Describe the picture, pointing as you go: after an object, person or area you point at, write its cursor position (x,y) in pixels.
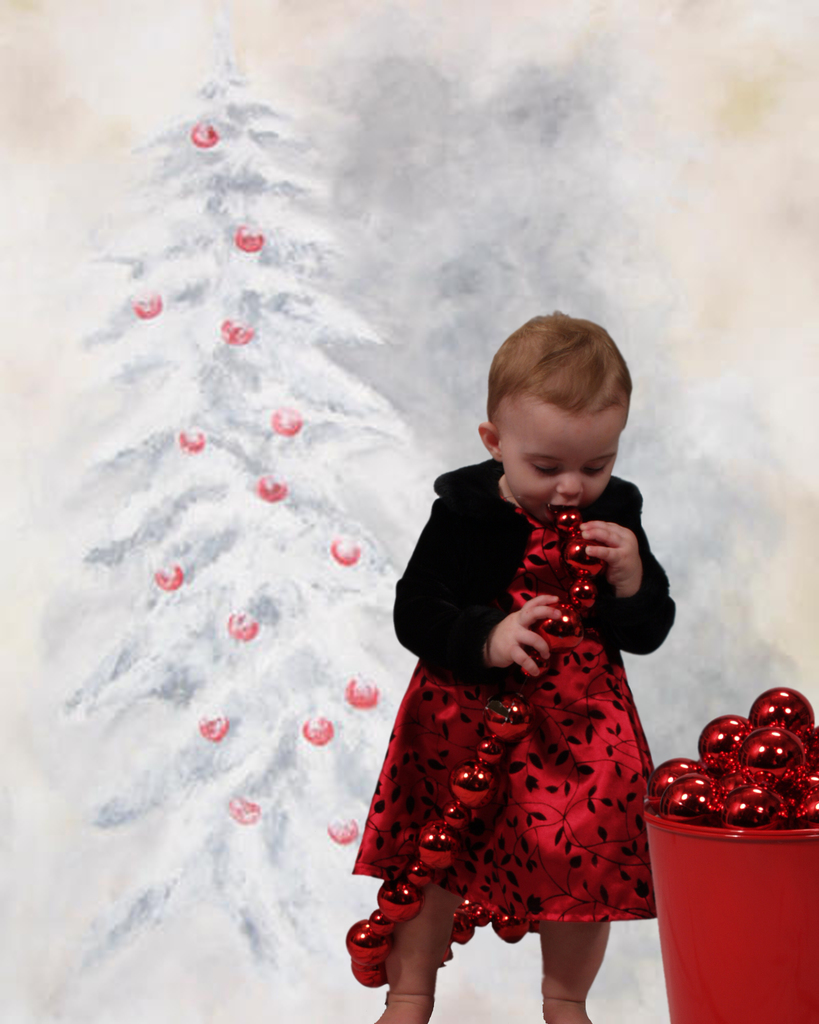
In the picture I can see one small girl (427,599) is playing with some objects (481,792). On the right of the image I can see one bucket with some objects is in red color.
